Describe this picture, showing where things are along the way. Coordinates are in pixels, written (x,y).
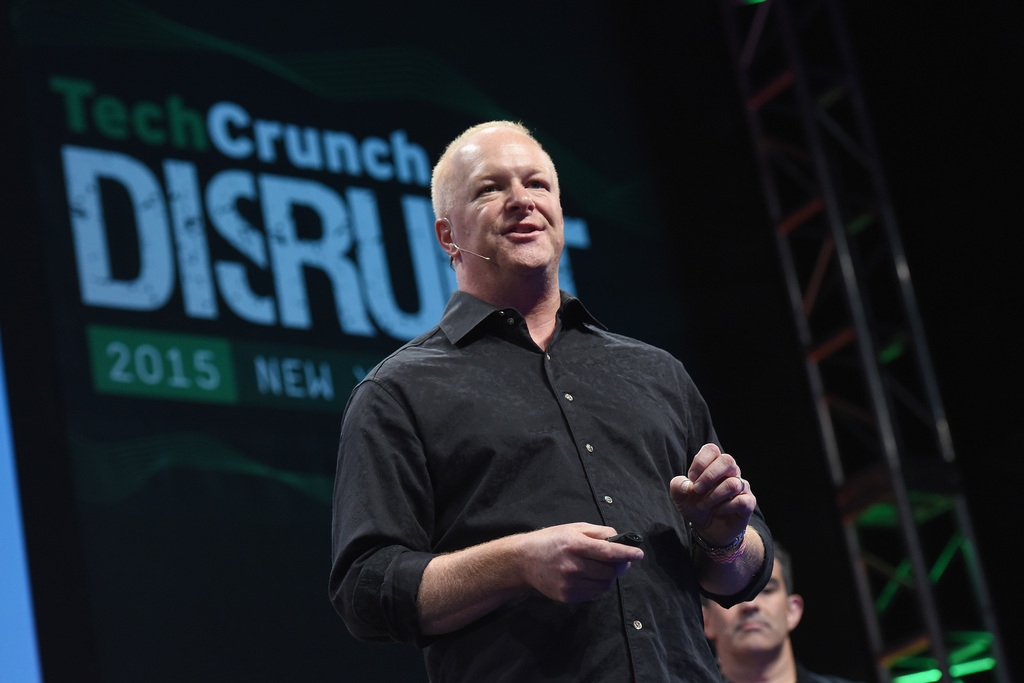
Here a person (510,140) is standing and speaking with the help of a microphone (473,254) and back side of him we can see an advertisement hoarding (397,283).
